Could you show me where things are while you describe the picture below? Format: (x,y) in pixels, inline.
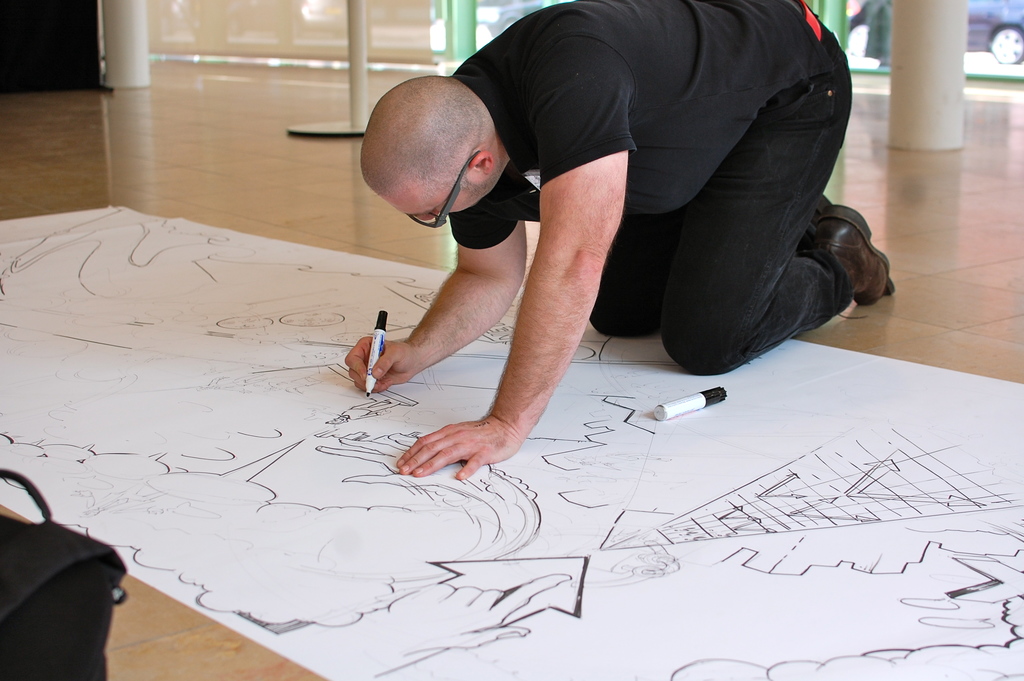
In the image there is a bald headed man (592,138) in black dress (762,169) kneeling on floor (829,330) drawing on a canvas (508,332) with marker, on the left side (49,672) there is a bag (56,623), in the back (914,16) there are pillars (914,16).
